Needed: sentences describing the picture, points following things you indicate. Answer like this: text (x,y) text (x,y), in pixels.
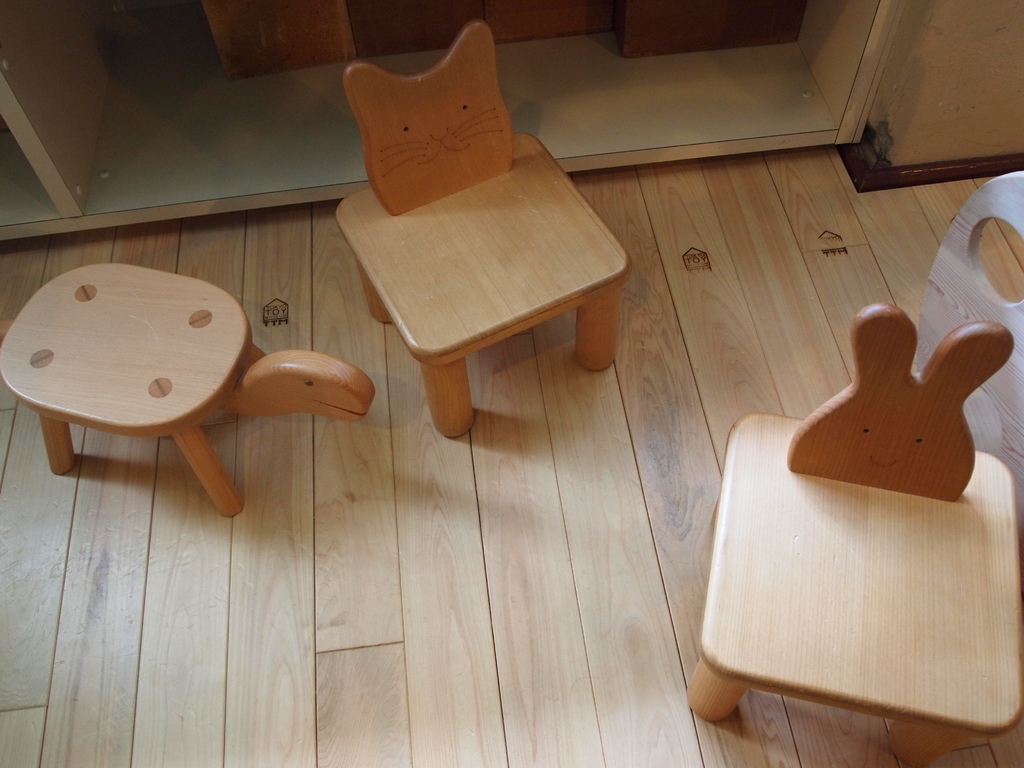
There is a wooden floor (341,533). On that there are small wooden chairs (455,320). In the back (654,97) there is a wooden cupboards (223,107).
